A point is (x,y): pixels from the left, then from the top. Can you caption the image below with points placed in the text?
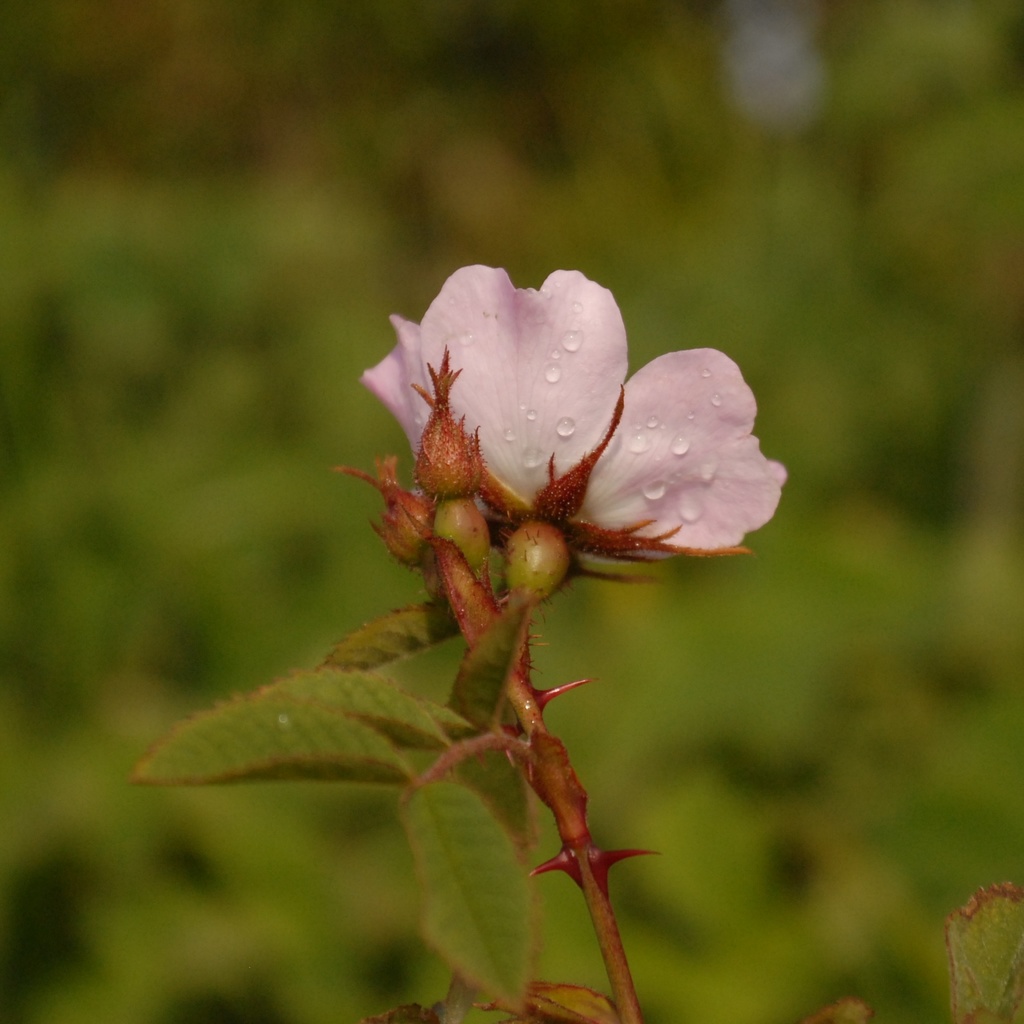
In this picture we can see a flower (632,429) and plant (416,493). In the background of the image (797,538) it is blue and green.
